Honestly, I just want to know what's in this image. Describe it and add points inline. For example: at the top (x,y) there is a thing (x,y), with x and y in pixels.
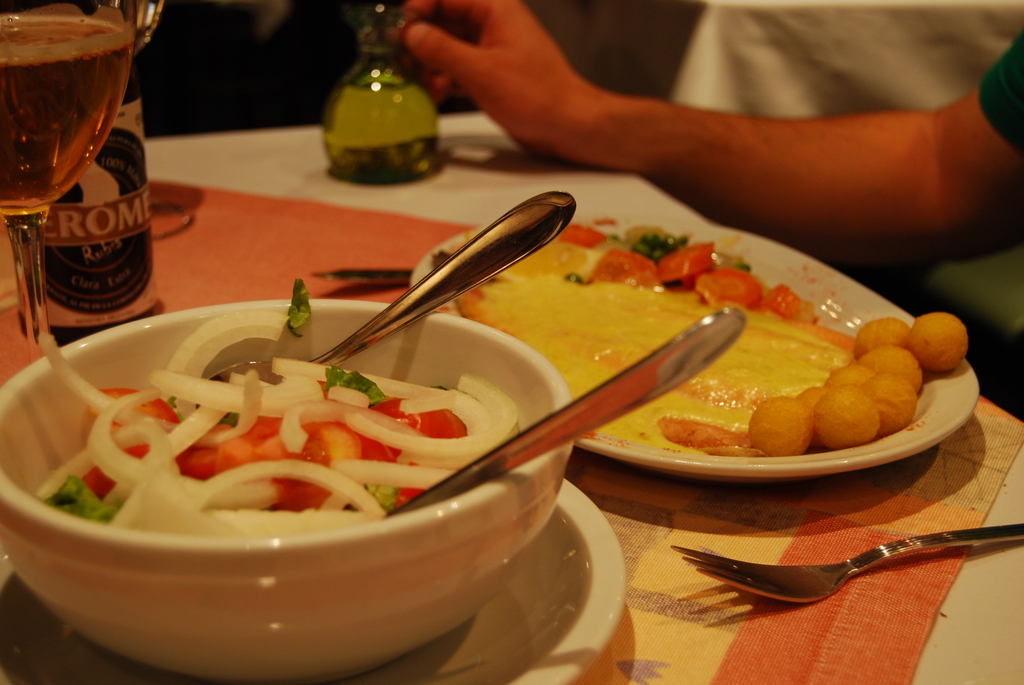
In the picture we can see a part of the table (391,296) with a bowl (356,307) of salads (279,531) and two spoons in it and beside it, we can see a plate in some food item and beside it, we can see a fork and on the other side, we can see a glass (11,168) with wine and a bottle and near it we can see a hand (660,107) of the person (858,232) on the table (975,593).
